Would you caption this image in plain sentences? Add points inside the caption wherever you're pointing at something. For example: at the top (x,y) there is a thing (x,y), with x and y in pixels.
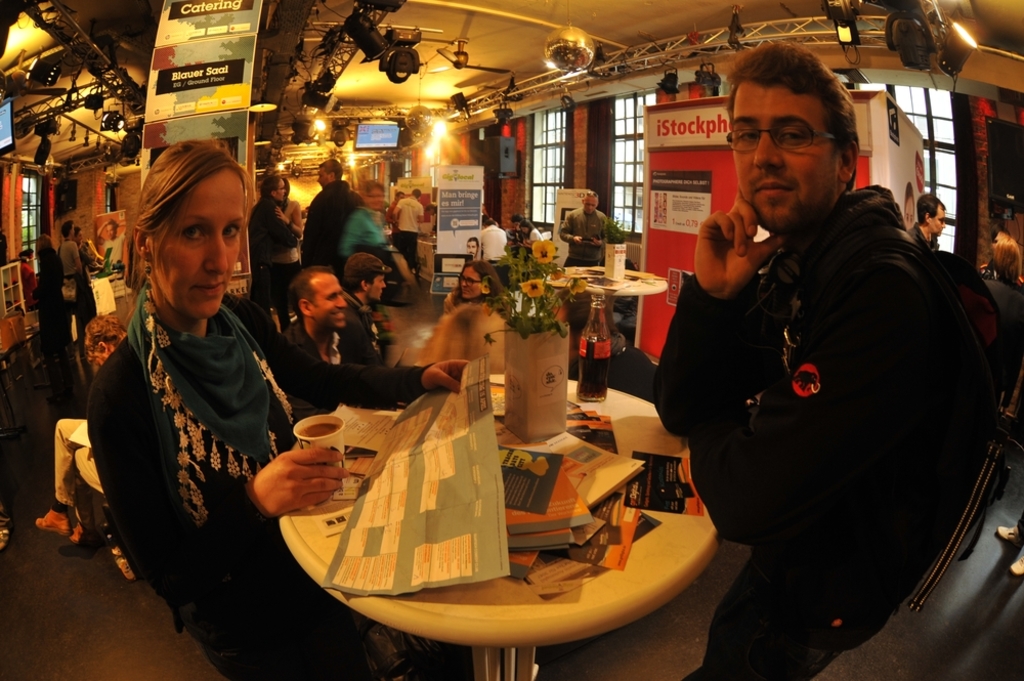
It is a hall (488,53) and we can see a man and woman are standing in front of each other. A woman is holding a cup of tea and on the table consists of papers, books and flower vase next to that there is another table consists of flower vase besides to it there is window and the person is standing near to it and holding mobile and in the background (60,334) there is a wall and television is connected to it and some people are standing near to it.
